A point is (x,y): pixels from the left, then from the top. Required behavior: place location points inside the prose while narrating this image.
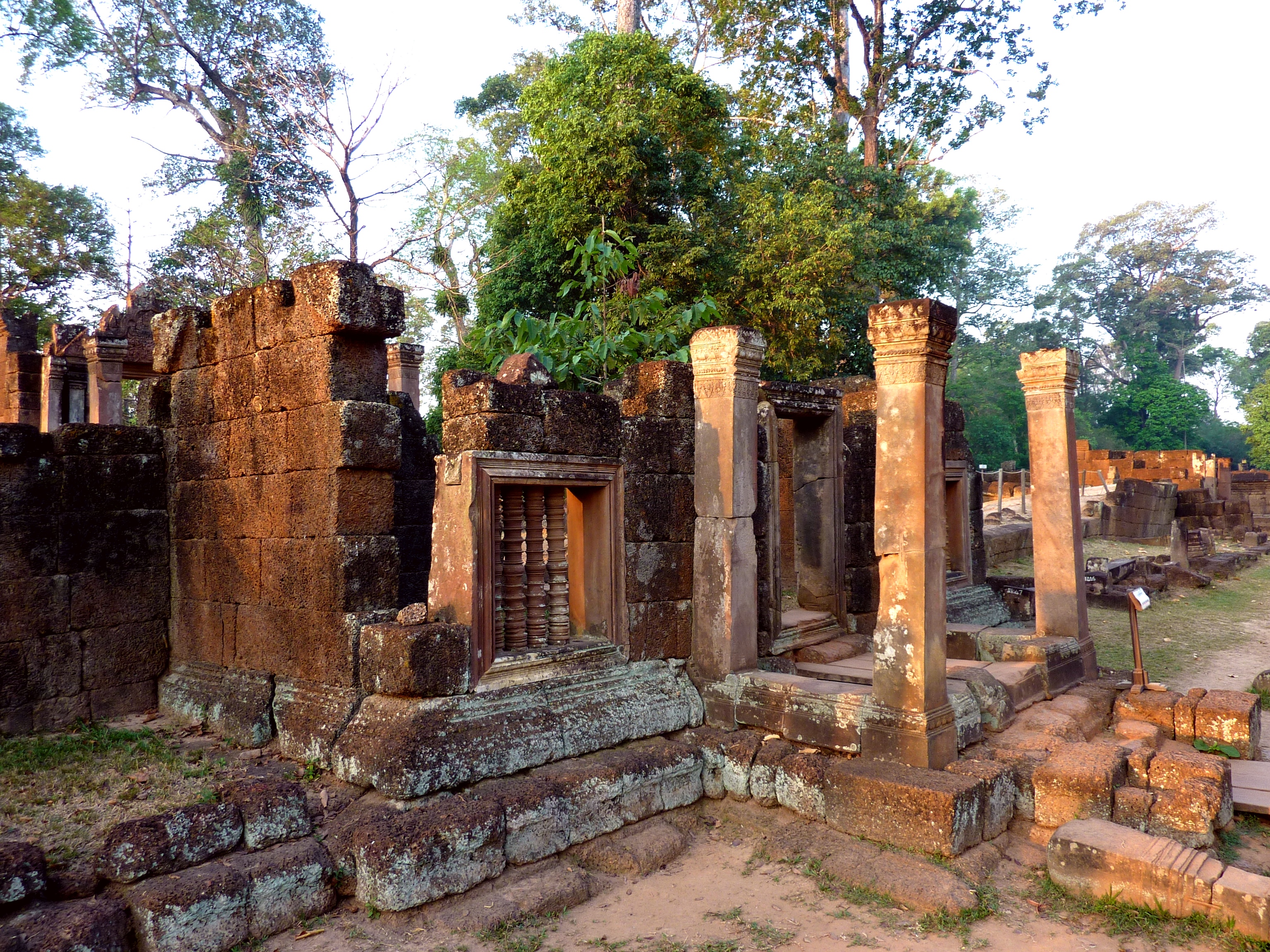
In this image I can see walls (398,395) and pillars (736,457) in brown color, trees (794,250) in green color and the sky (495,74) is in white color.
